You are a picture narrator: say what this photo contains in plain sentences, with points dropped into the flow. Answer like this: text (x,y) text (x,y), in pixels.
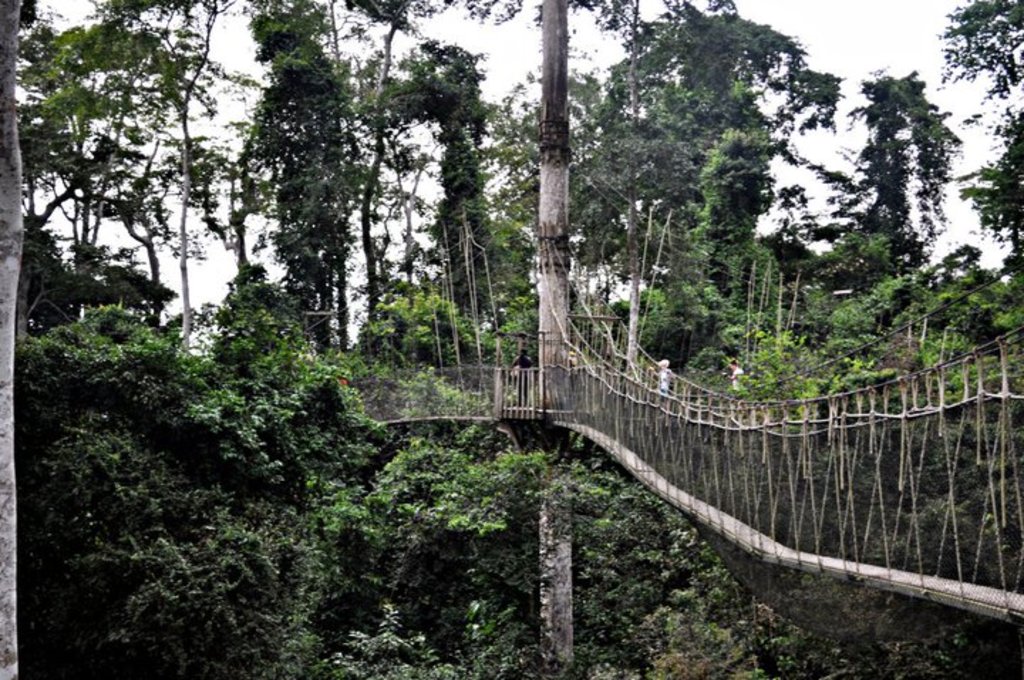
In this image I can see a bridge (563,426), background (283,95) I can see trees (767,321) in green color and the sky (200,23) is in white color.
